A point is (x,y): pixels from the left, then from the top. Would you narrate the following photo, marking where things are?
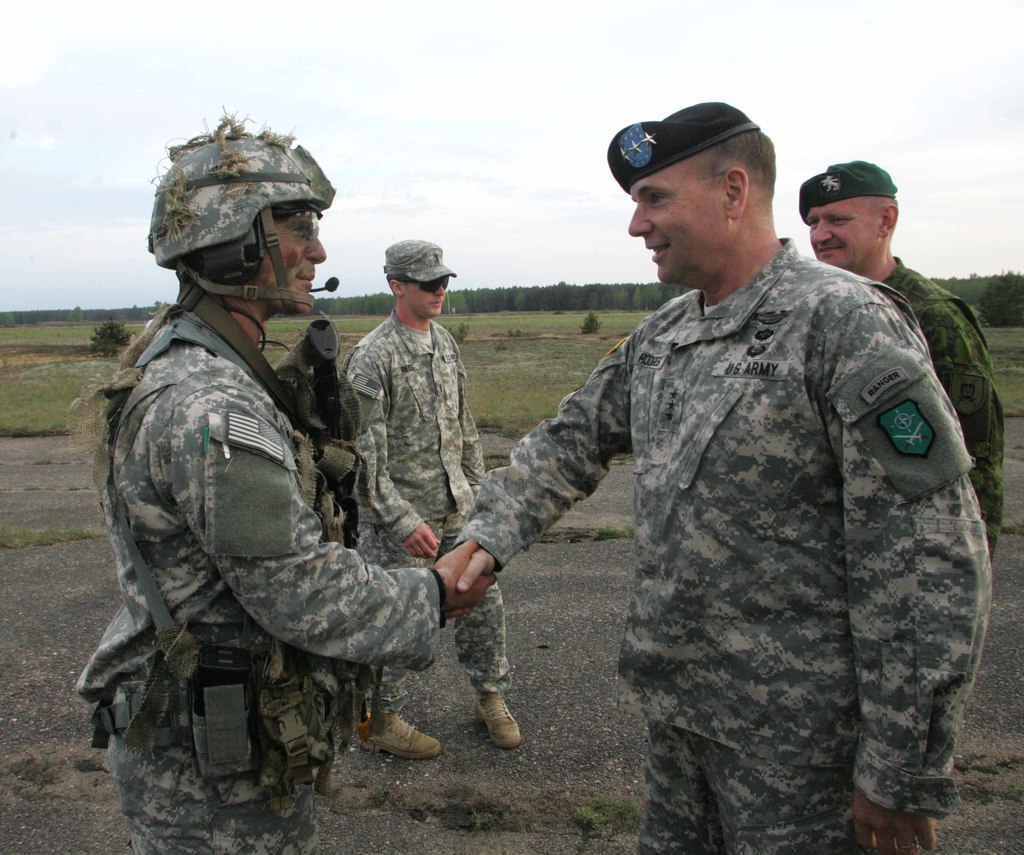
In this picture there are soldiers (599,400) in the center of the image (398,316) and there are trees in the background area of the image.
